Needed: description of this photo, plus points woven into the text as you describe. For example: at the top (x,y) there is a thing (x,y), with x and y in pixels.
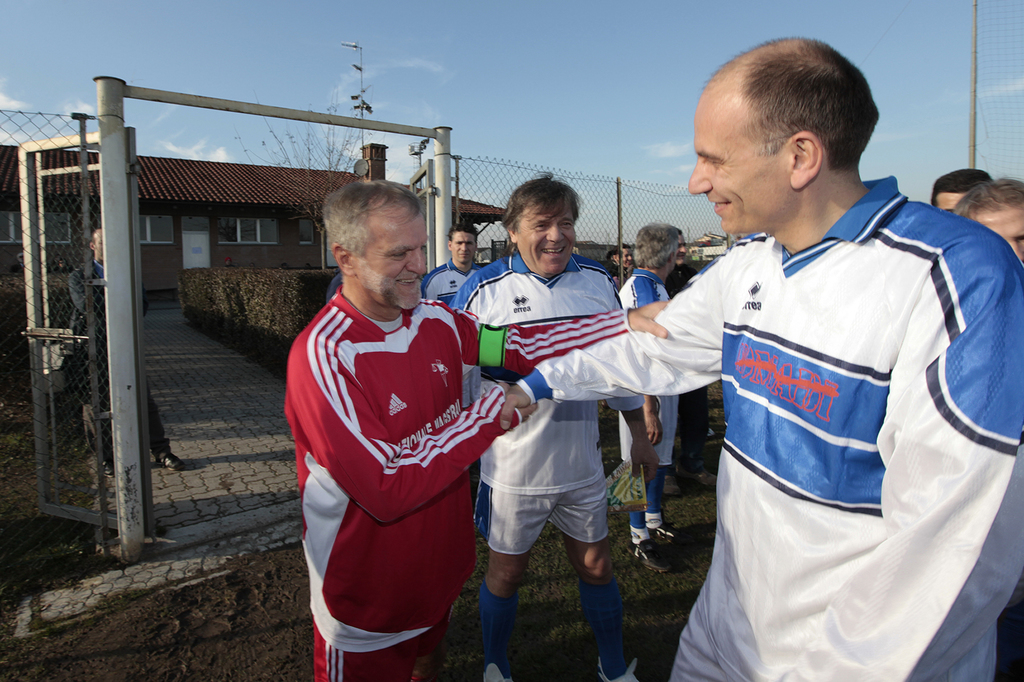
In the image to the right side (832,243) there is a man (879,300) with white and blue t-shirt (819,410) is standing. In front of him there is a man (420,459) with red t-shirt (394,401) is standing. Behind them there are few people (556,241) with white and blue t-shirt (587,270) is standing. In the background (60,170) there is a fencing (73,170). Inside the fencing (53,399) there is a house (167,258) with roof (174,178), windows (251,237), door (206,257) and in front of the house (267,239) there are plants (257,288). And to the top of the image (497,66) there is a sky (271,44).
